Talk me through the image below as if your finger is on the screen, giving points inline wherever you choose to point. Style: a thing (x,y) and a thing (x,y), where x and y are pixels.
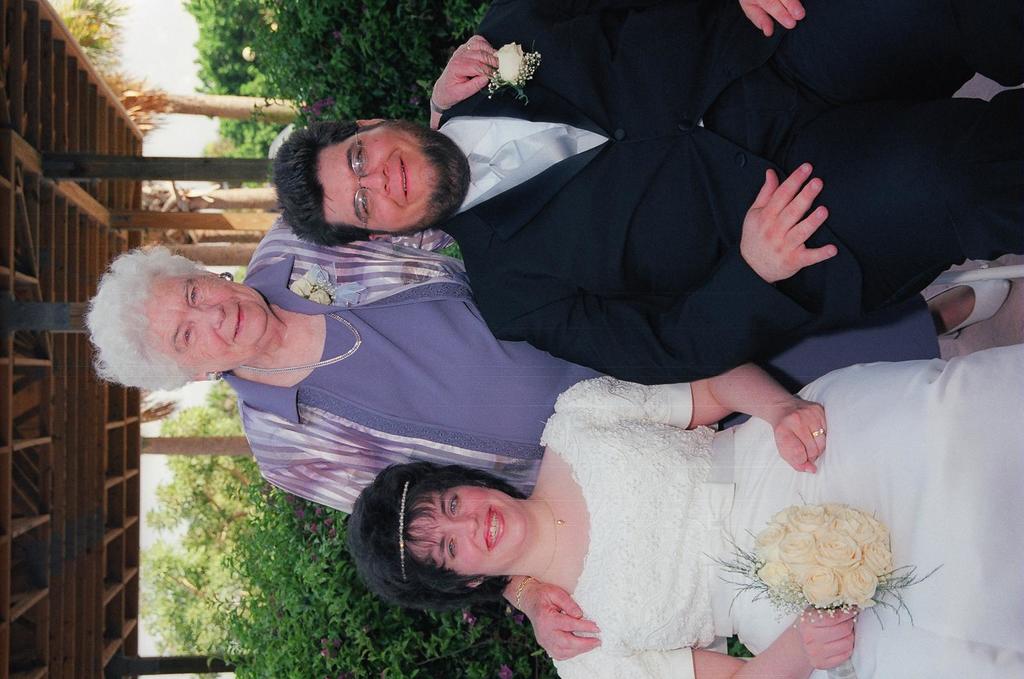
In this image in front (549,194) there are three people (526,396) wearing a smile on their faces (422,201). Behind them there are trees (212,502). There is a shed (107,255) and there is sky (158,39).
